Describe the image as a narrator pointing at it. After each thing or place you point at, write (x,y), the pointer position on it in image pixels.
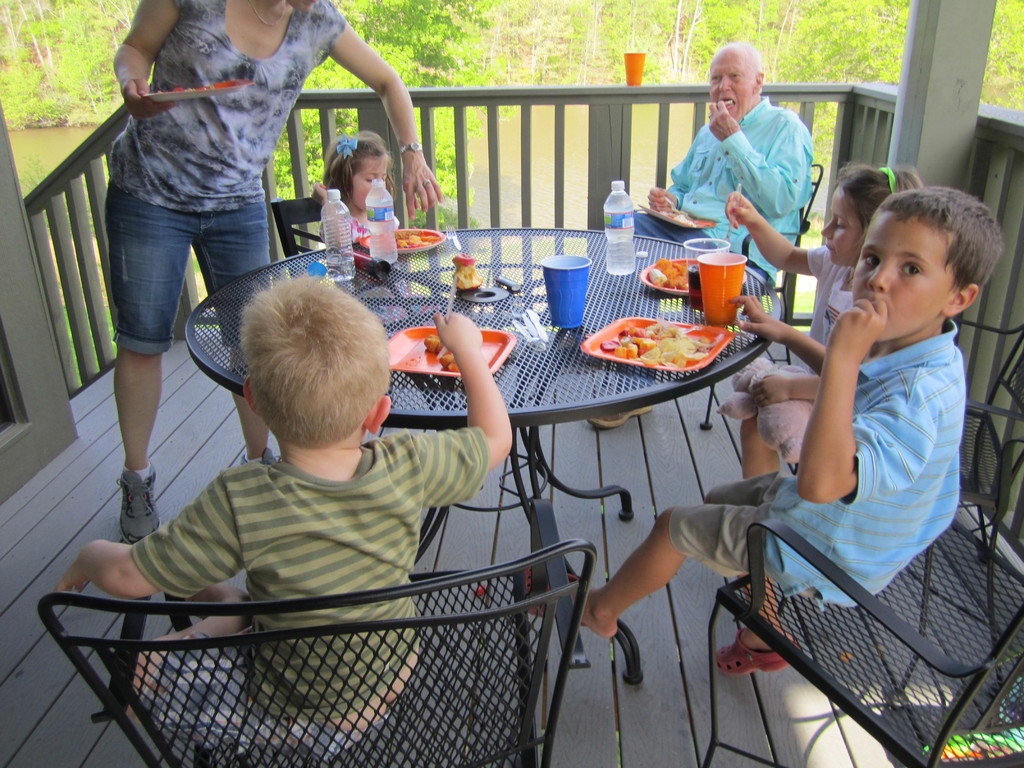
This picture describes about group of people (759,639), few are seated on the chair (803,662) and one person (241,201) is standing, in front of them we can find couple of glasses (582,278), bottles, plates (606,328) on the table (524,288), they are all eating, in the background (584,30) we can see couple of trees (797,43) and some water (551,142).
